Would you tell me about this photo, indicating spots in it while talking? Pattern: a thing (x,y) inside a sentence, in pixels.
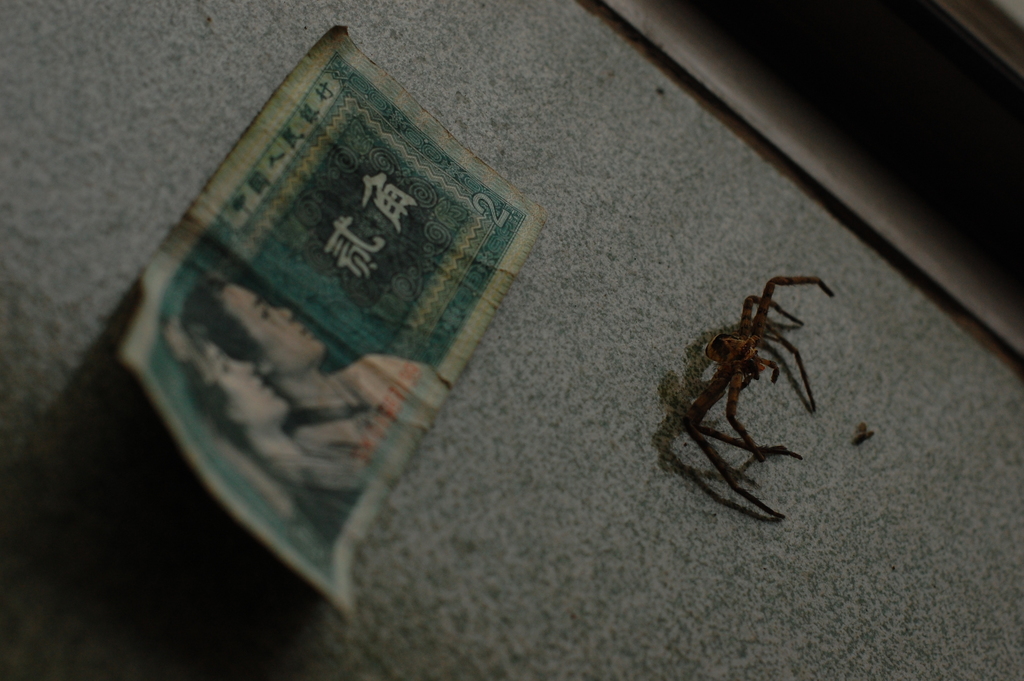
In this image, we can see a spider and a currency note (479,273) on the ground (670,88). We can also see an object (966,43).
